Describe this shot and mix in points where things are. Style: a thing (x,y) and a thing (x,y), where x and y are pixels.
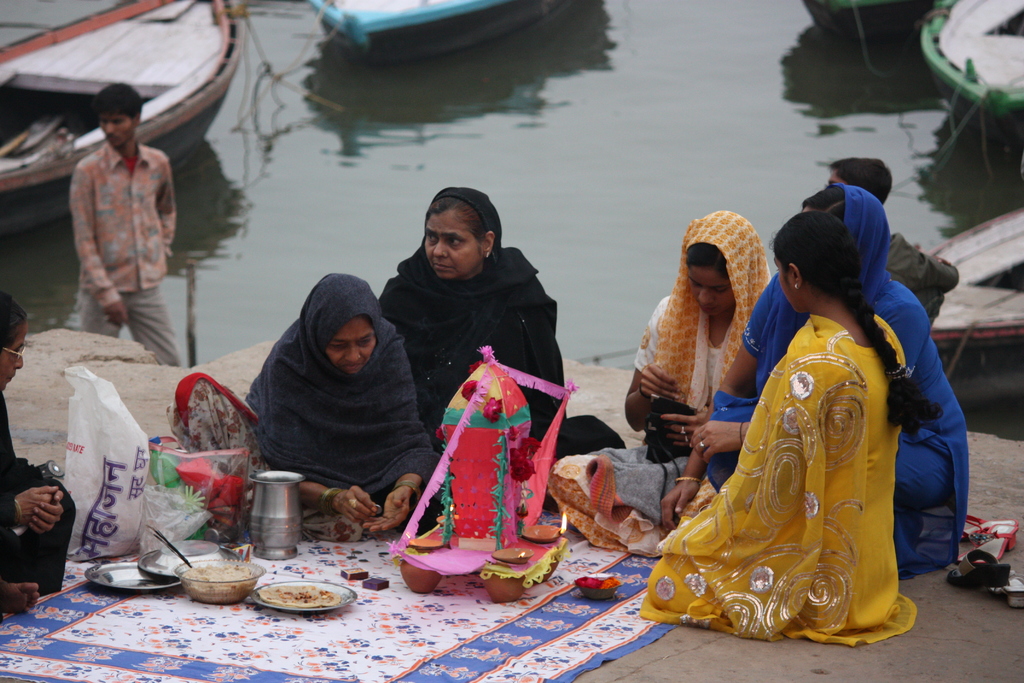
In this image there are group of people (868,447) sitting, there are food items (241,577) in bowl (199,584) and on the plate (263,592), matchboxes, Diyas (551,536), sandals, mini craft temple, bags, and in the background (910,207) there are boats (94,72) on the water (518,158), a person (109,129) standing.
